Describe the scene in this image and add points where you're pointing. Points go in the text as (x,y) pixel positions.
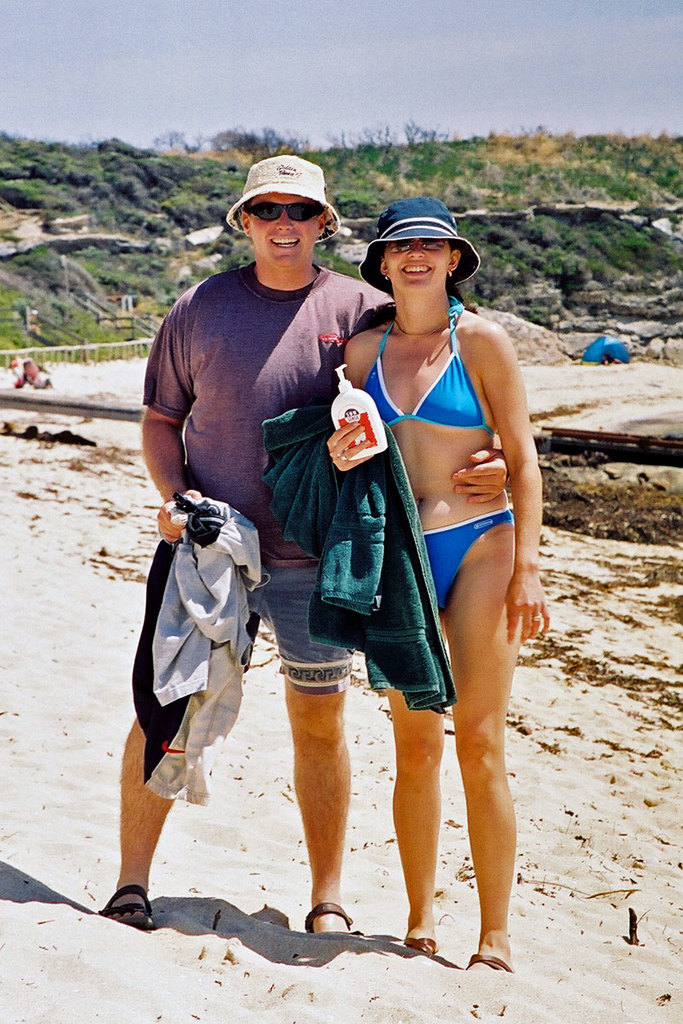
In this picture I can see a man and a woman (535,465) standing and smiling, there is sand (652,376), there is a blue color tent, there are trees (680,220), and in the background (353,45) there is the sky (371,8).
